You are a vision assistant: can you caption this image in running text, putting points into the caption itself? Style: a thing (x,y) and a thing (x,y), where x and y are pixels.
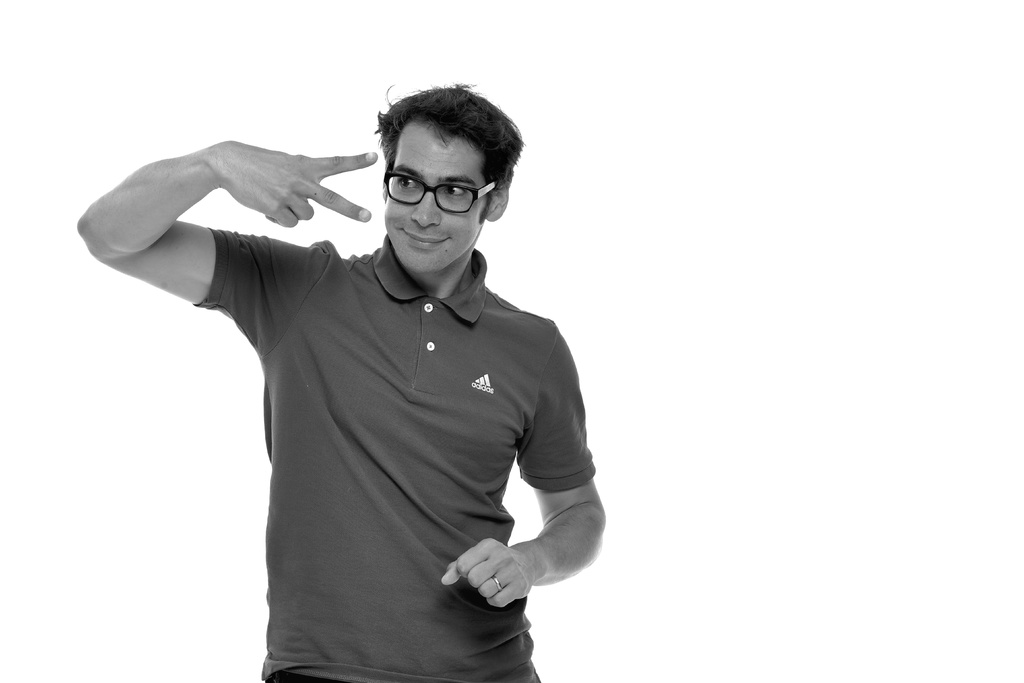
This is a black and white image. In this image we can see a man (477,368) standing wearing the glasses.
